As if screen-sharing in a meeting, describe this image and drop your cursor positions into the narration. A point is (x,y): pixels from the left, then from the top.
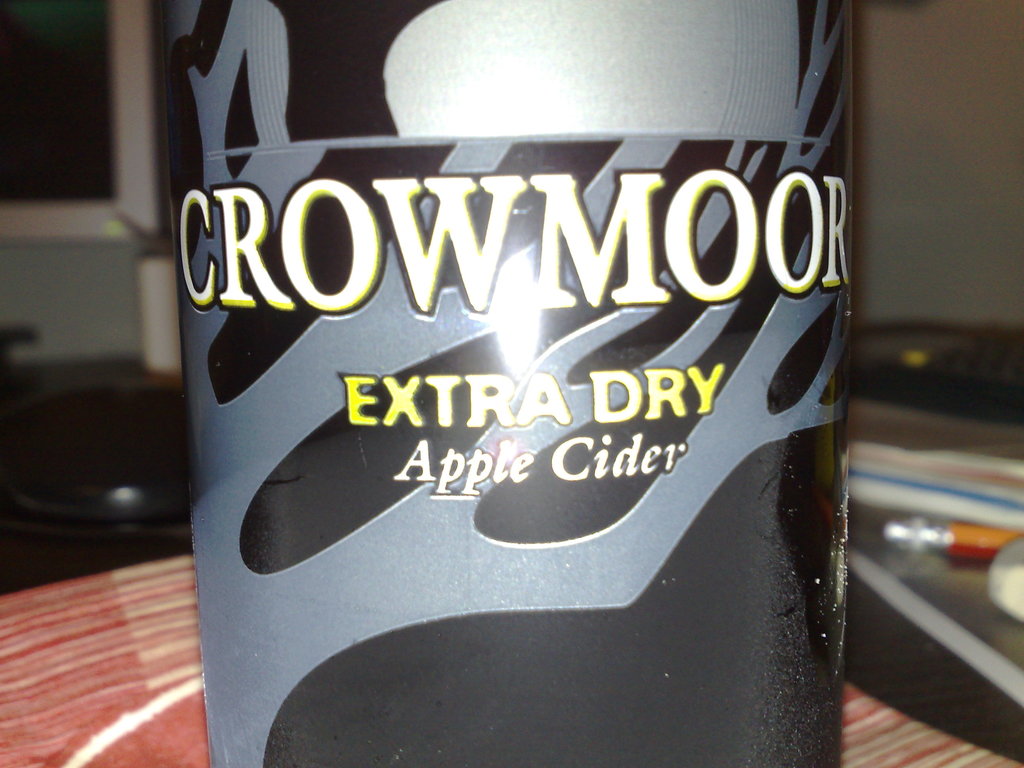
In the foreground (403,265) I can see a can (756,528) and some objects (1015,522) on the table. In the background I can see a monitor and wall (862,276). This image is taken may be in a room (596,571).
